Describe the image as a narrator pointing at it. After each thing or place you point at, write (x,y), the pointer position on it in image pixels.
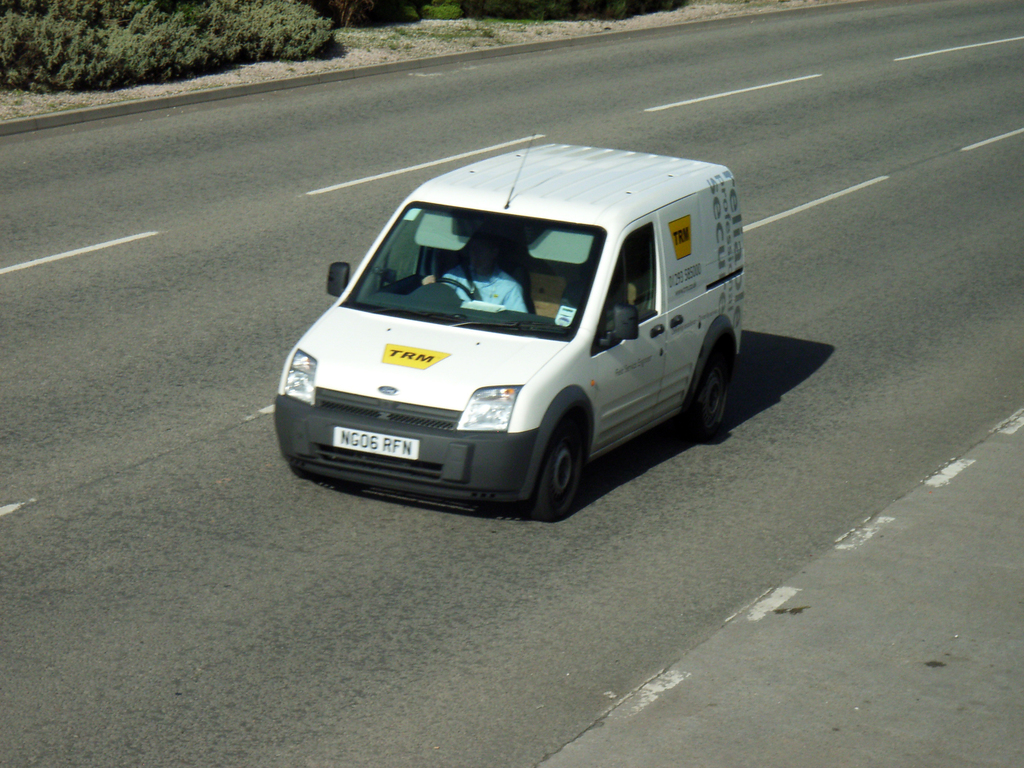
In this picture we can see a vehicle (362,335) on the road (357,262) with a person (498,278) sitting in it and in the background (240,43) we can see plants (193,62) on the ground (262,90).
